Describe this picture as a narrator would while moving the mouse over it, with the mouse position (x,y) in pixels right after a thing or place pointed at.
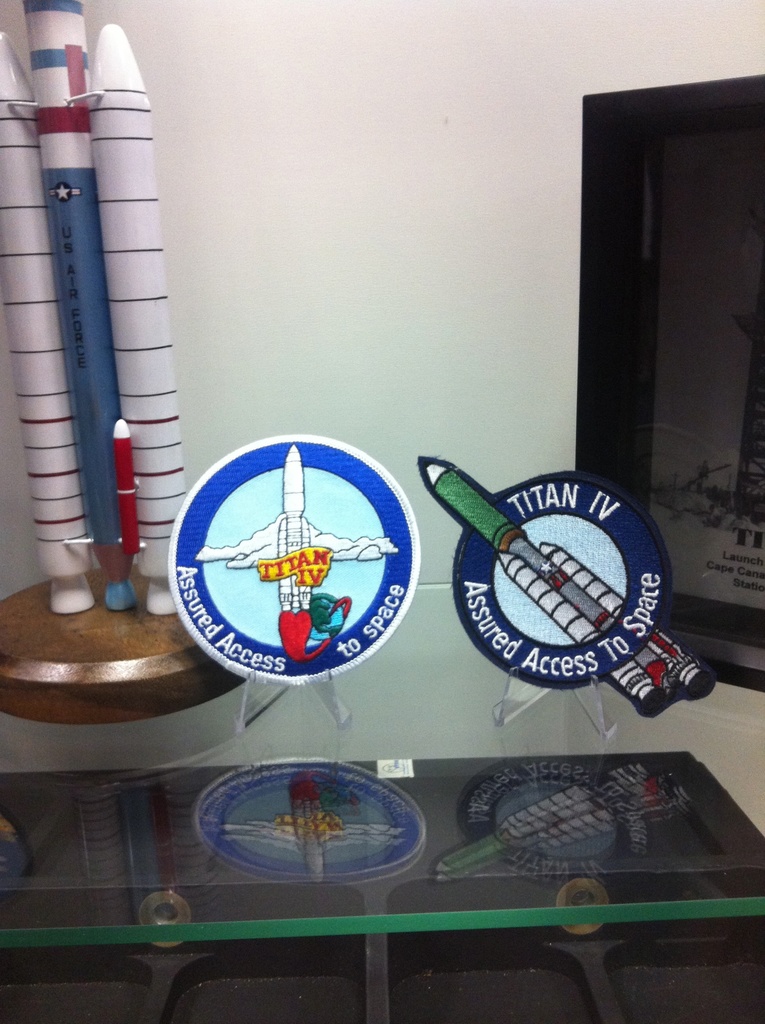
This image is taken indoors. In the background (293,226) there is a wall (350,138). In the middle of the image (255,519) there are a few show pieces (294,579) with a text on the glass table (372,879).
